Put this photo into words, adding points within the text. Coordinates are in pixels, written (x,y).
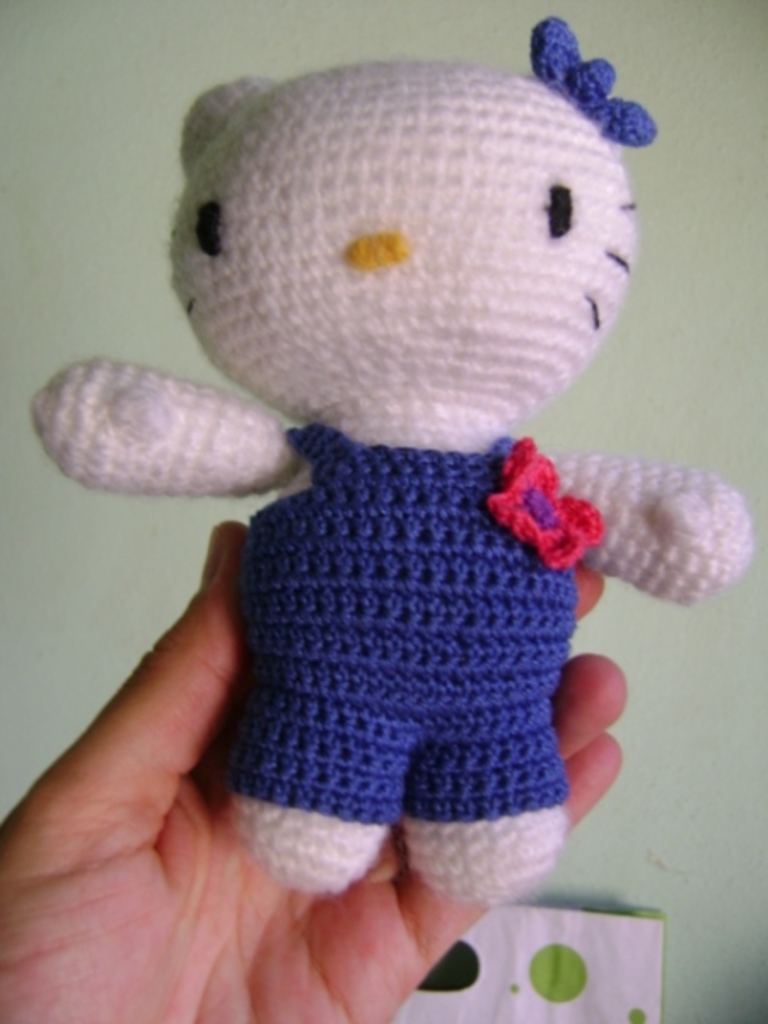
In the image in the center (362,441), we can see one human hand (220,826) holding toy (362,408), which is in blue and white color. In the background (758,470) there is a wall (763,835) and paper (476,964).
